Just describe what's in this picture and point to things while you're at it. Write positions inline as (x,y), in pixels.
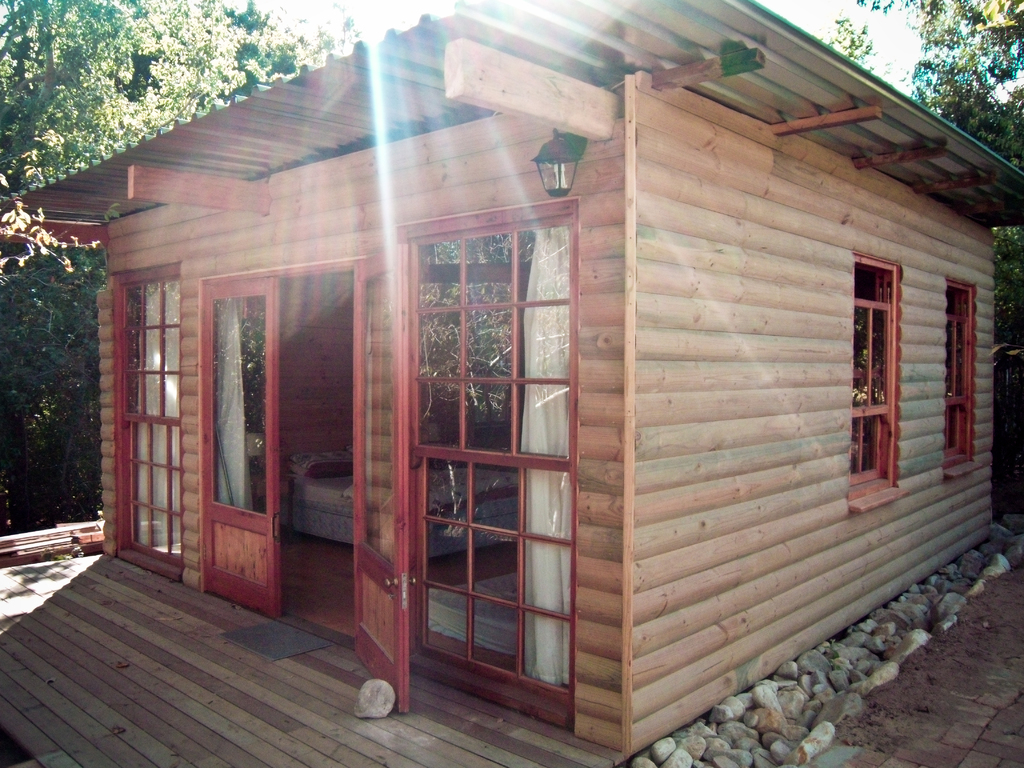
In the center of the picture (472,360) there are stones (995,572), windows (860,391), door (254,394), curtain (236,375), bed (344,453), light (569,168) and a house (387,256). In the background (87,92) there are trees (88,404), it is sunny.
